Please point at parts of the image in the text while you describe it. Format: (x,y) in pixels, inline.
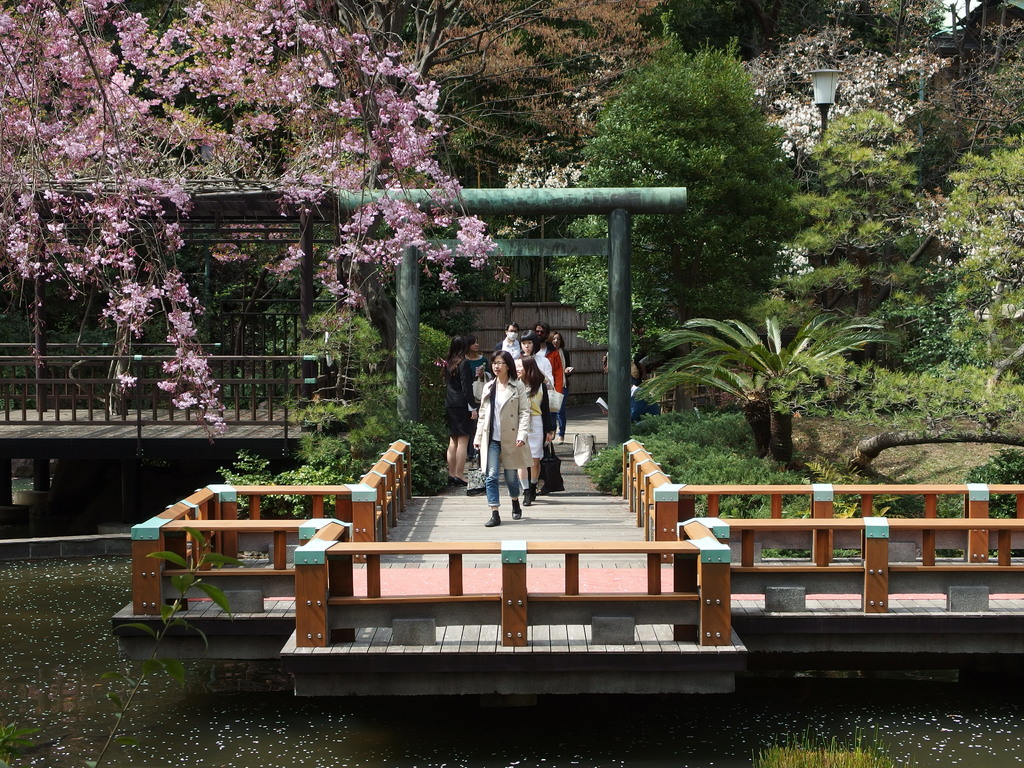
In the center of the image (493,391), we can see people (553,426) some are walking and some of them are standing and there is a bridge (700,555). In the background (370,107), there are trees (389,98) along with flowers (327,161) and we can see some plants (808,332) and there is a light (822,100). At the bottom (178,745), there is water (179,752).
